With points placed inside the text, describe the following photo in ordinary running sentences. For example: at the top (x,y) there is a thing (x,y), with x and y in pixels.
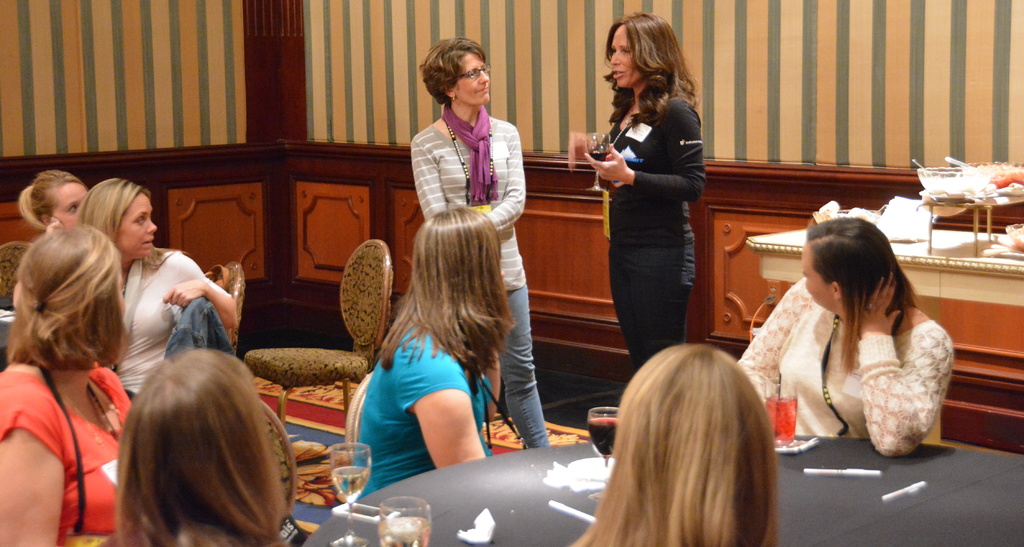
In the center of the image (635,263) we can see two ladies (665,209) are standing and a lady (698,151) is talking and holding a glass (593,186). At the bottom of the image (452,482) we can see a table (881,519). On the table (563,517) we can see the papers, pens (547,502), mobile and glasses (384,503). On the right side of the image (982,254) we can see a table (972,262). On the table (966,243) we can see the papers (899,226), bowls (952,178), spoons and other objects (1006,173). In the background of the image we can see some people (176,432) are sitting on the chairs (277,374). At the top of the image (268,117) we can see the wall (355,177) and cupboards (757,290). In the middle of the image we can see the floor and carpet (553,437).
